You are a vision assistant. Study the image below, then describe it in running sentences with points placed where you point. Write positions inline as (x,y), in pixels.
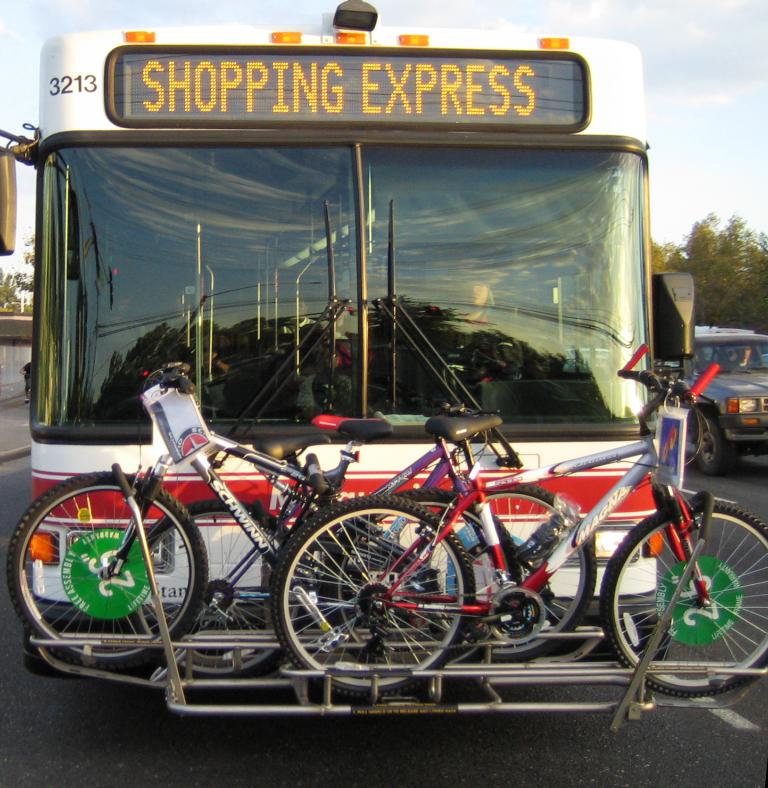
In this picture we can see there are bicycles (374,539) attached to a bus (225,390). On the right side of the bus (307,428) there is a vehicle (734,385) on the road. On the left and right side of the image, there are trees (744,272). Behind the bus (493,81), there is the sky (699,67).
